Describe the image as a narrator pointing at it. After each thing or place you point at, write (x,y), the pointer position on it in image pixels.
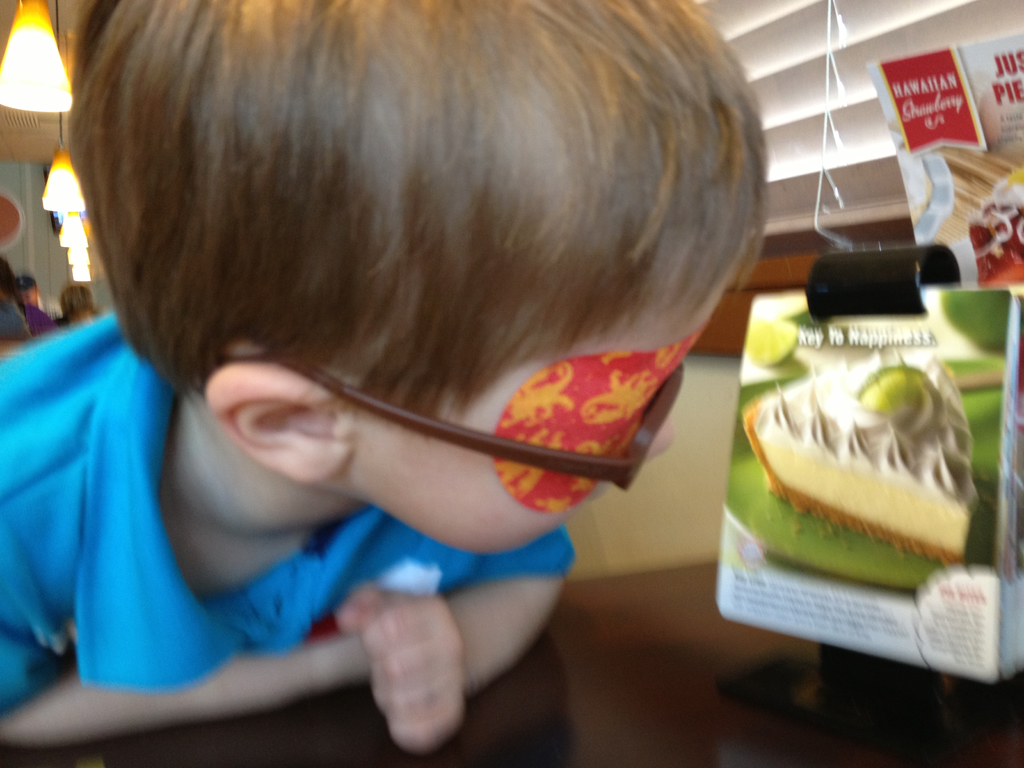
On the left side (245,306), there is a boy (263,331) in blue color T-shirt (80,372), leaning on a table (79,766), on which there are posters (945,189) arranged. In the background (17,67), there are lights (86,237), persons (41,332) and other objects (793,22).
